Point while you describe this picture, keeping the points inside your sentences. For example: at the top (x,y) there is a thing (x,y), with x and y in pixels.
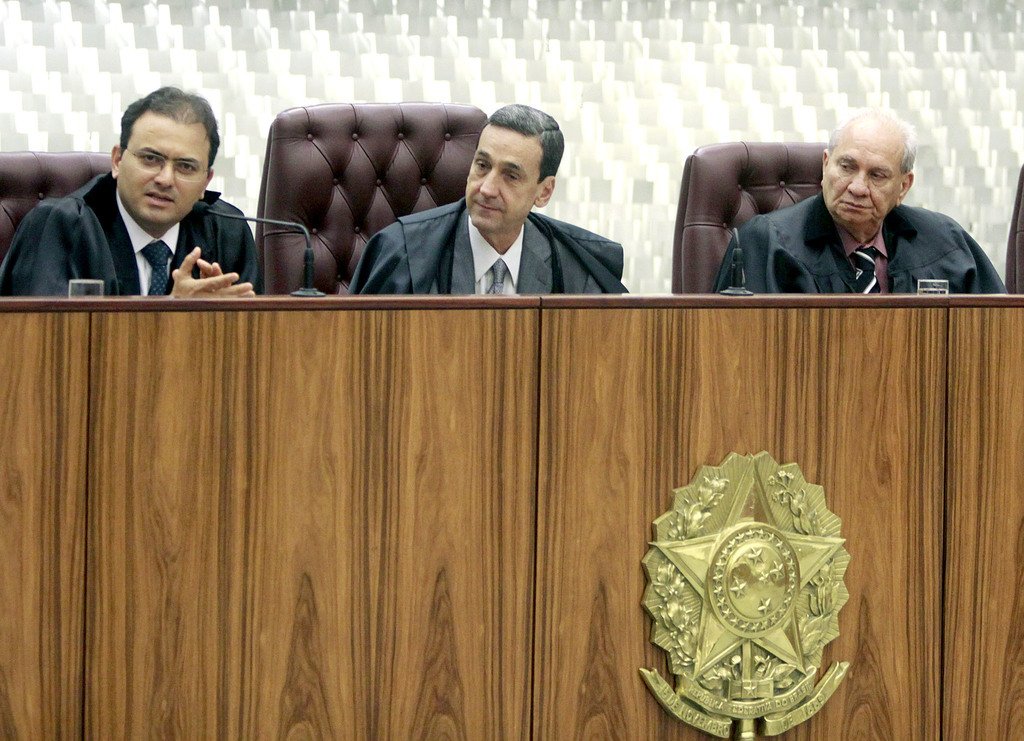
In this image I can see three men (545,221) are sitting on chairs (706,225). I can see all of them are wearing black coats (88,227) and formal dress (847,265). In the front of them I can see a brown colour table (362,375) and on it I can see few mics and two glasses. On the bottom right side of the image (725,521) I can see a badge (702,517) on the table (897,661).
